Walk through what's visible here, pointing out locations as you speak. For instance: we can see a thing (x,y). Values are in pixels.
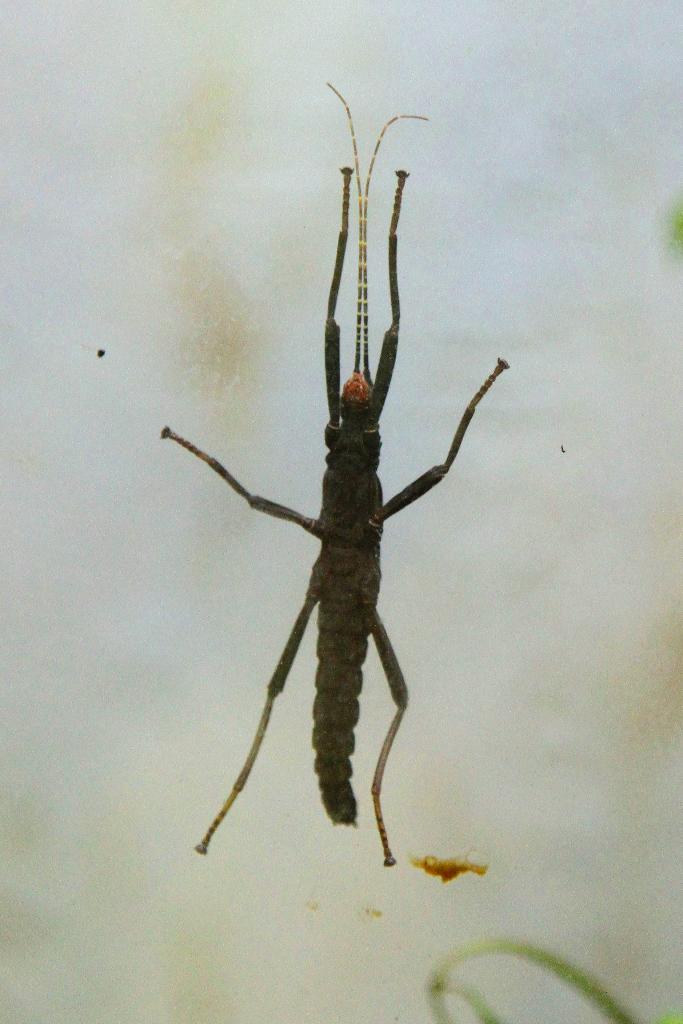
In this picture I can see an insect (360,548) which is of black color and it is on the white color surface (309,276).
